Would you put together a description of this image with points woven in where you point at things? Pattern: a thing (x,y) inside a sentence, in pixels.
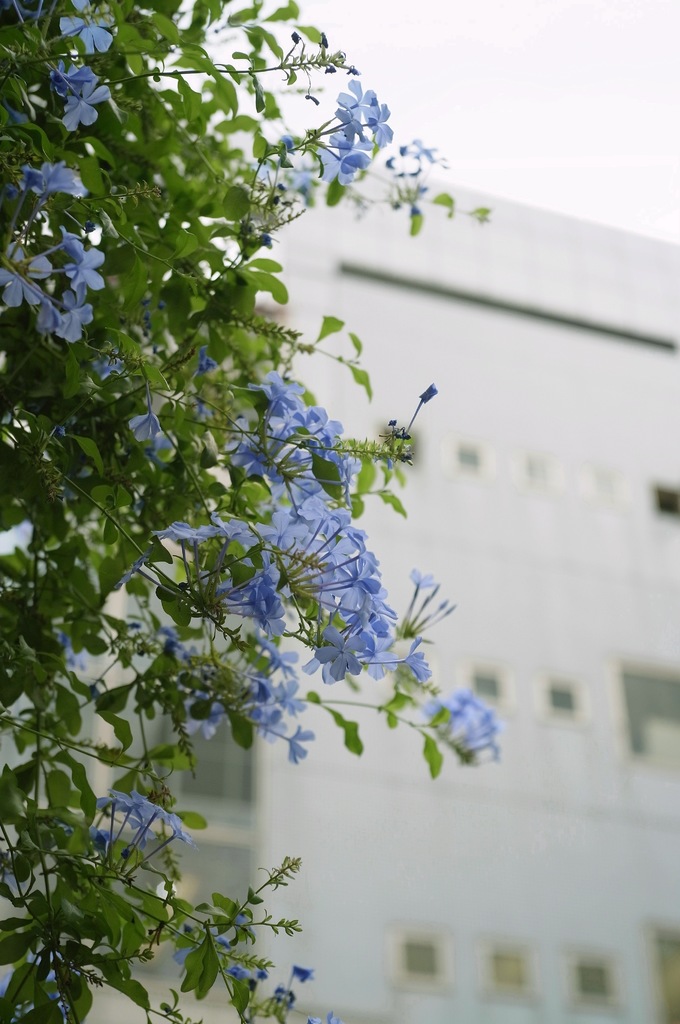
In this picture we can see a tree (205,522) with flowers (101,367). Behind the tree (174,518), there is a building (450,420) and the sky (507,122).
